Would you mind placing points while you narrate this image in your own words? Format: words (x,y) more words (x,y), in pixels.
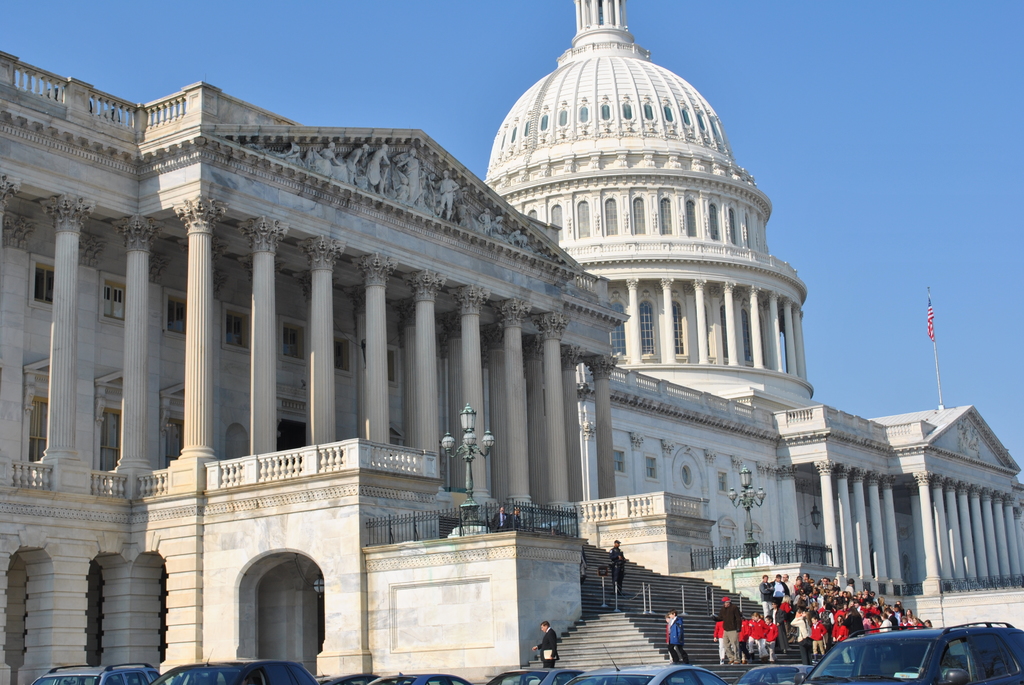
In this image, I can see a building (581,461) with the pillars (938,506) and windows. These are the sculptures (389,154), which are carved on a building wall (408,215). I can see a group of people (857,613) standing. These are the stairs (647,615). At the bottom of the image (435,684), I can see the cars (832,658). This is a flag (931,337), which is hanging to a pole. I can see the sky (353,90).
